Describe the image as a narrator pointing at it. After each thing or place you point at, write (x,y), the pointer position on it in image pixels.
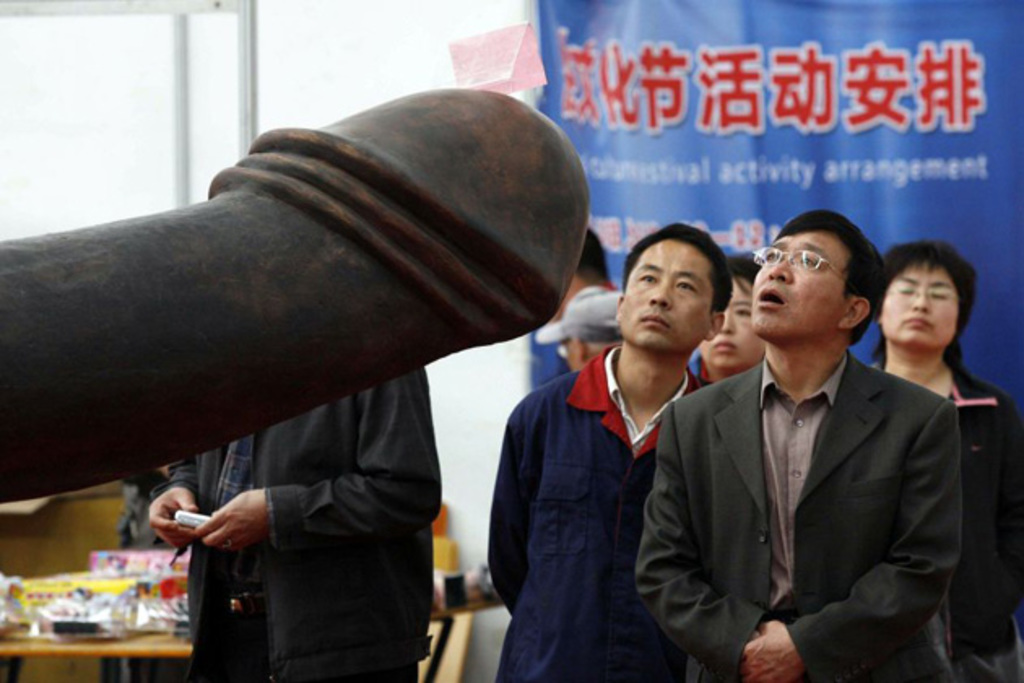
In this image we can see persons (575,490) standing on the floor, objects (147,622) placed on the table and an advertisement (565,81) to the wall (372,61).
